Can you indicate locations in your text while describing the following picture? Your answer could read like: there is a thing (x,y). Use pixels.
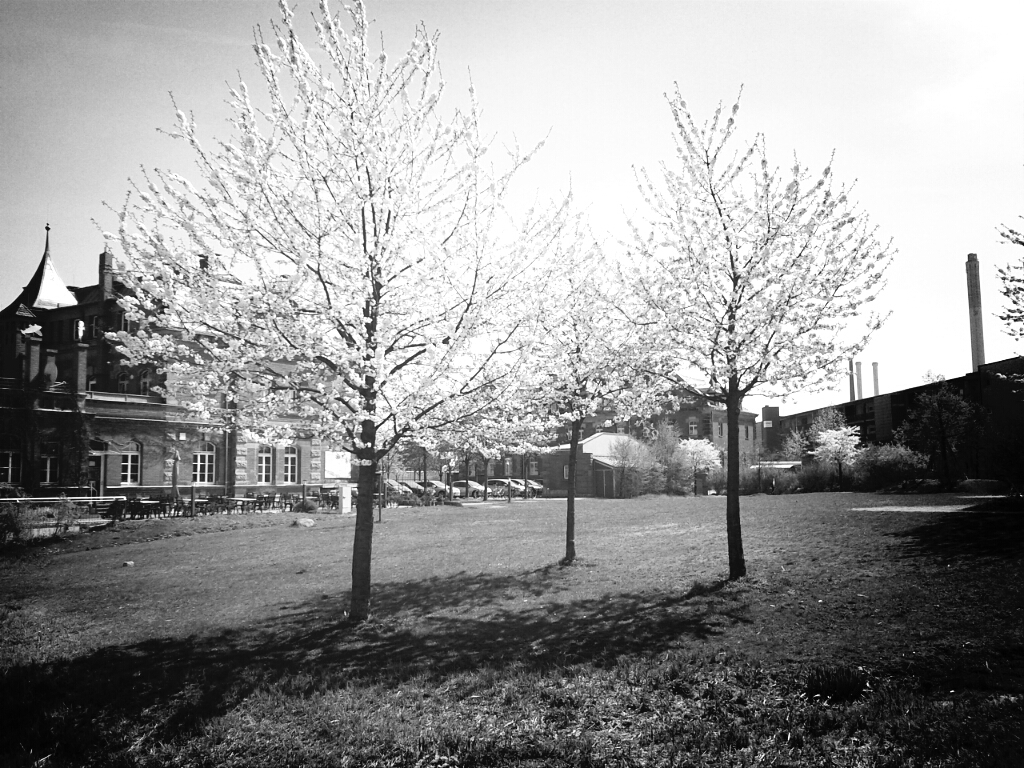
In the foreground of this black and white image, there are trees (384,376). In the background (177,433), there are few buildings (166,427), trees (713,456), vehicles (429,482), it seems like benches (217,506), grassland (194,517) and the sky (660,67).
